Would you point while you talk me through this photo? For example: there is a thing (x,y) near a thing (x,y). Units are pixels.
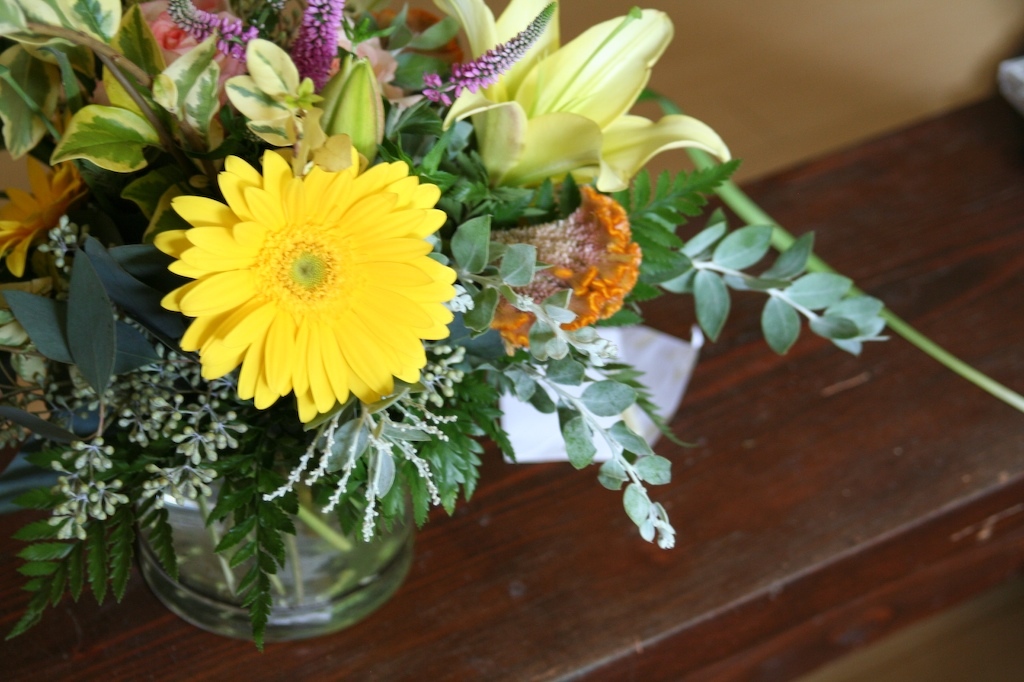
In this picture, there is a flower vase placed on the table (621,627). In the flower vase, there are different colors of flowers (305,251) and leaves (440,455).
